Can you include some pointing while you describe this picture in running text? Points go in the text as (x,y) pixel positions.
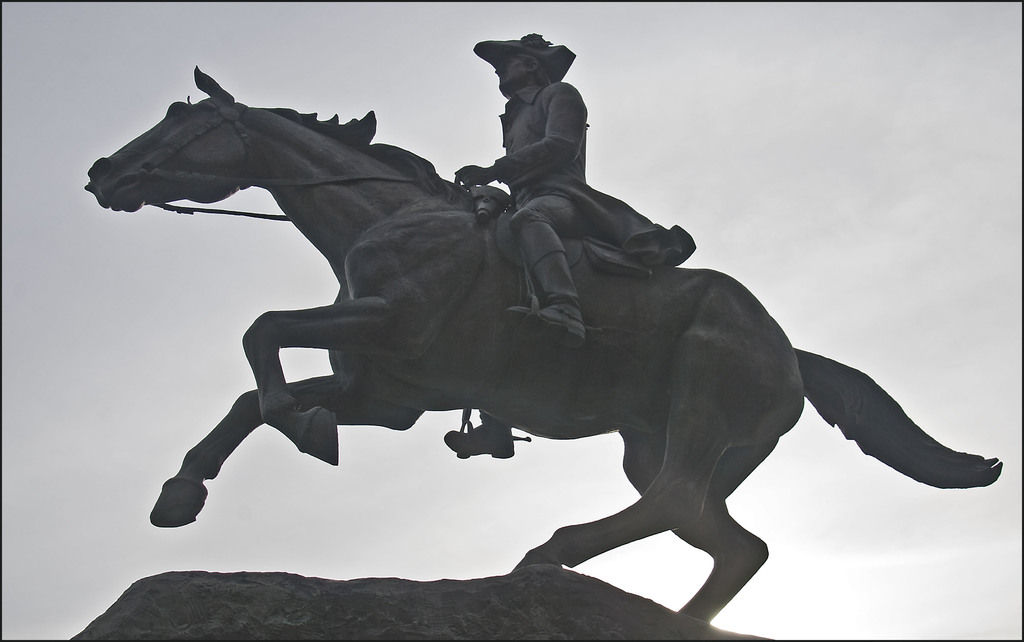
In this image there is a horse statue (355,338) on which there is a man (578,213) on it.
